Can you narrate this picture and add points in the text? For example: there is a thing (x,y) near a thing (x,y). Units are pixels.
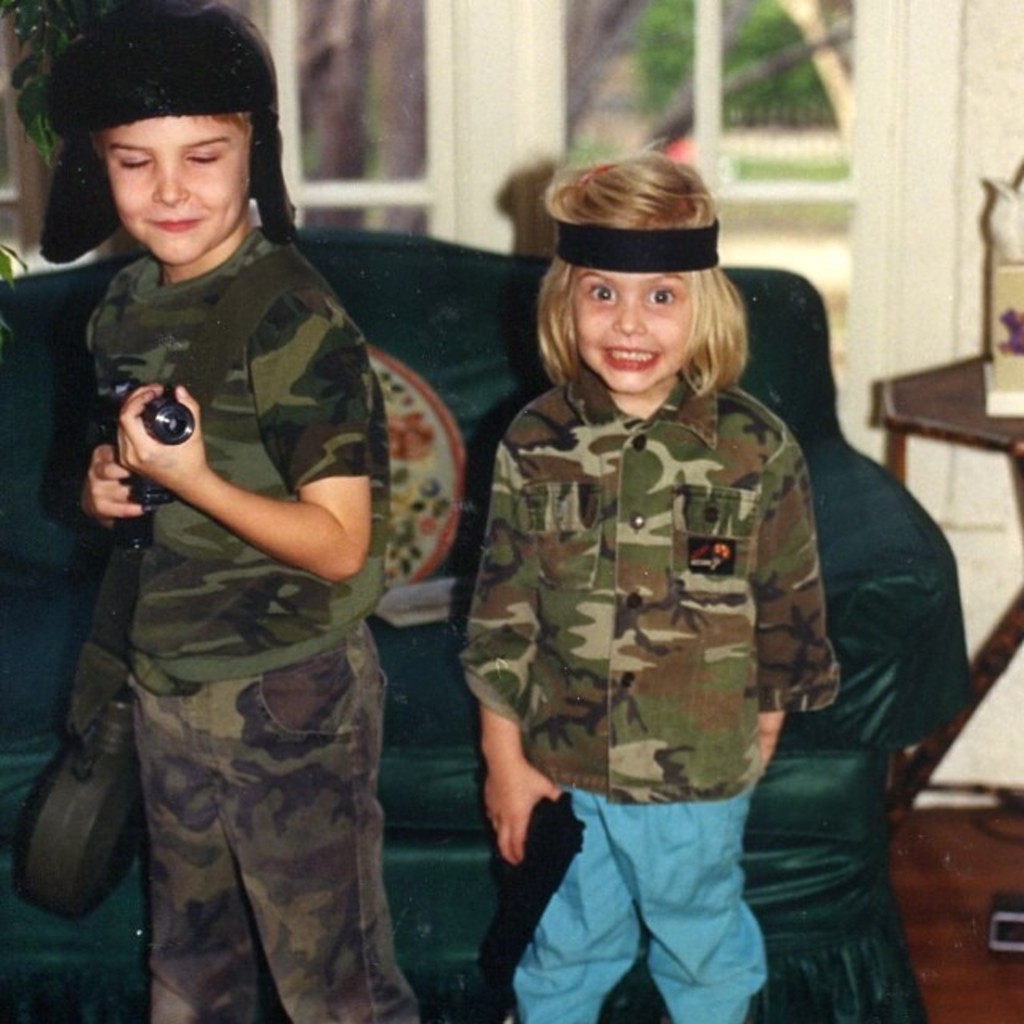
In this image there are two kids (513,536) standing with a smile on their face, the two kids (488,573) are holding toy guns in their hands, behind them there is a sofa bed (459,406), behind the sofa bed (41,690) there is a glass window (627,75).
